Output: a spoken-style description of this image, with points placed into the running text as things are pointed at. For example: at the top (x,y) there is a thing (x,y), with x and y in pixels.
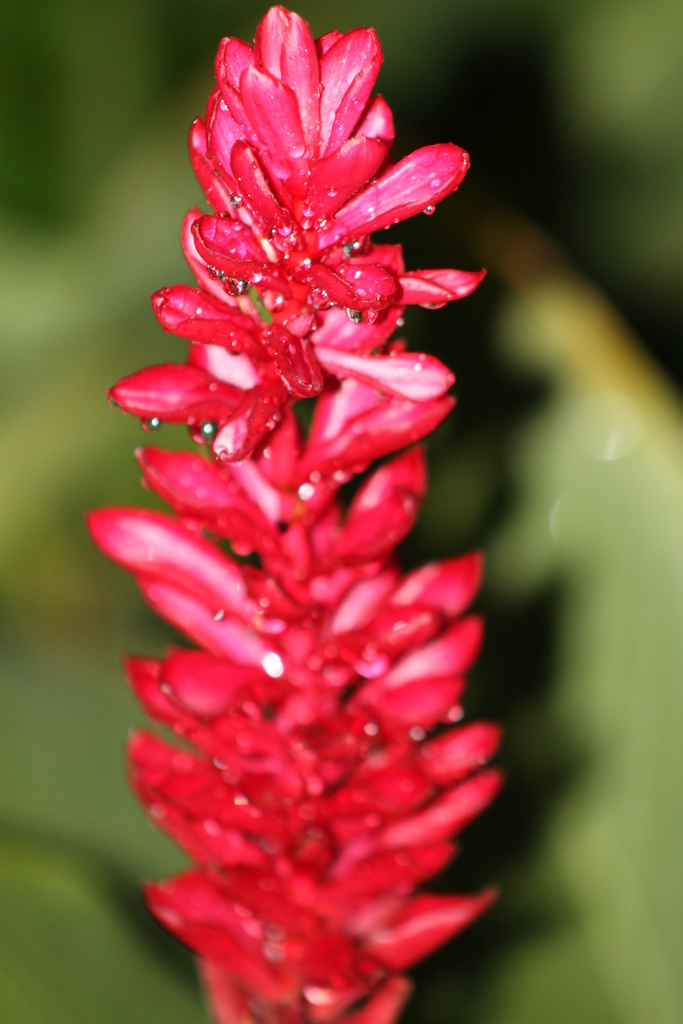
This picture shows a pink color flower (230,313) with some water droplets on it.
